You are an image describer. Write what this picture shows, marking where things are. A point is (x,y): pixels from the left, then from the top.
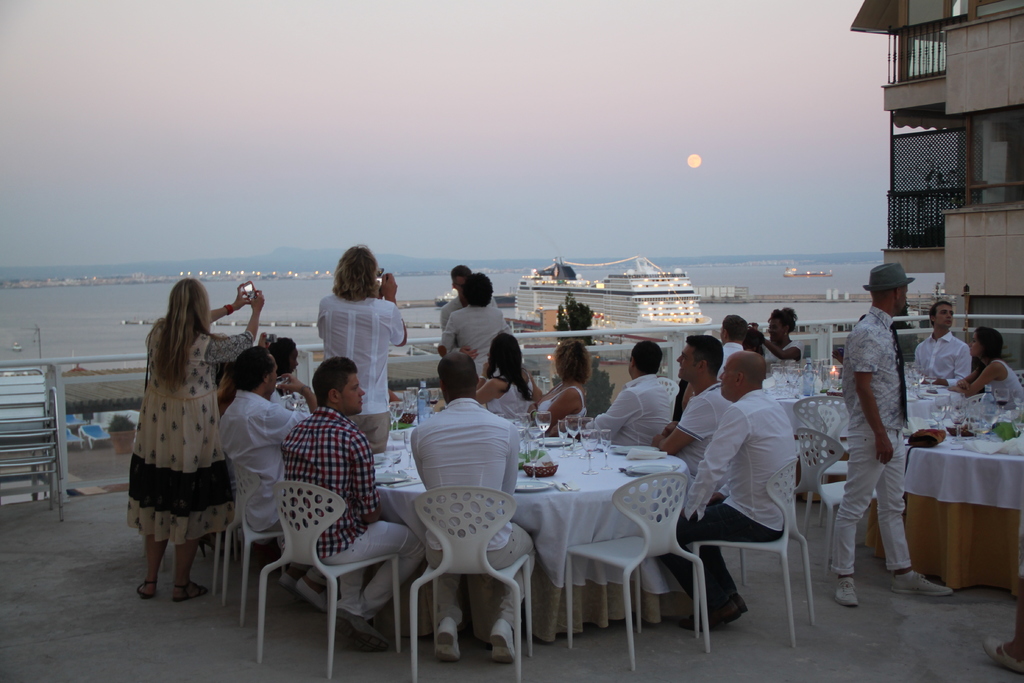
In this image a group of people (751,514) sitting on chairs (442,522) before a table (526,516) having glasses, plates (626,469) and basket (538,461). At left side of image (155,434) there is a woman (225,315) holding mobile (250,297) and taking a picture. Right side (1012,17) there is a building (1013,241) and a man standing is wearing a hat (886,281) on his head (890,292). The middle of image (497,288) there is water (761,285) on which ship (669,311) is sailing. Top of the image (718,24) there is a sky (683,146), moon (692,164).
